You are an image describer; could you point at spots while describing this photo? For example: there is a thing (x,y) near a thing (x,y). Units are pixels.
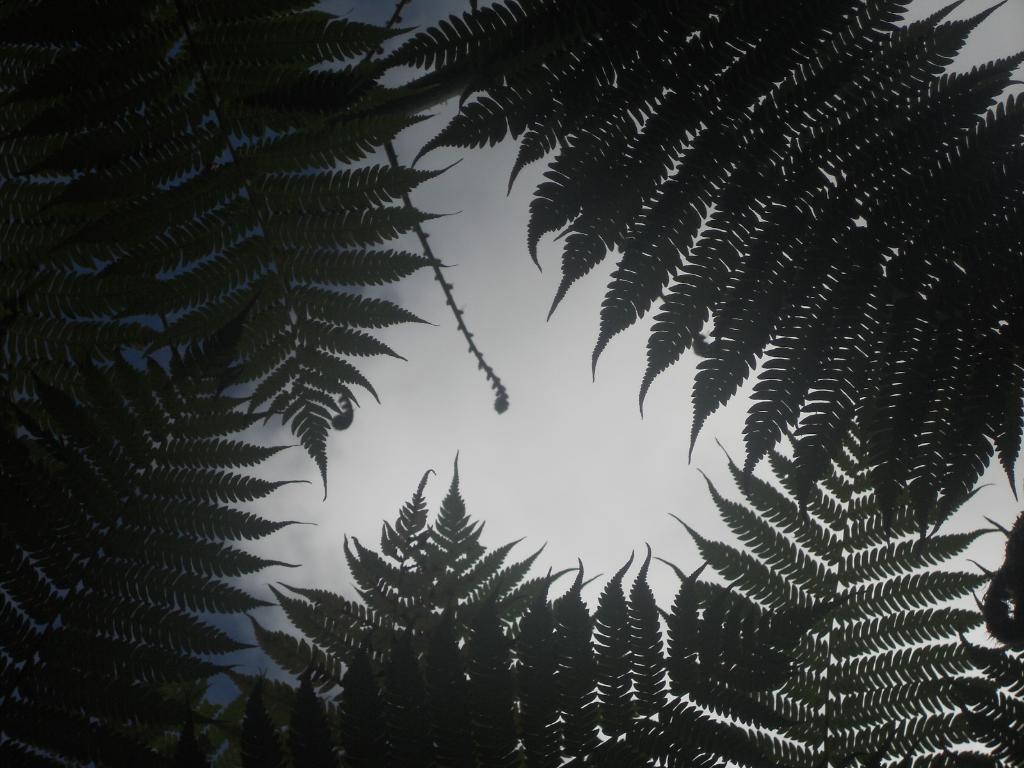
In this picture there are few leaves (614,579) of a tree (580,642) and the sky (511,434) is cloudy.
